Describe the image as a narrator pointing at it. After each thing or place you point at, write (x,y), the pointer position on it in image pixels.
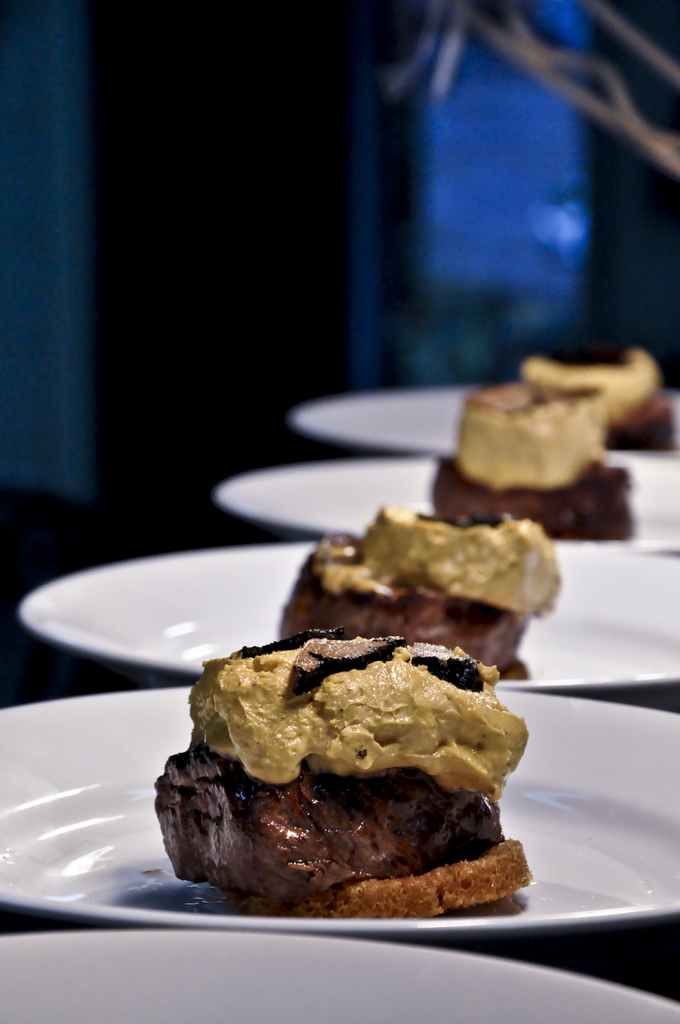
In the middle of the image (312,482) there are many white plates (675,530) with food items (358,596) on it. In the background (489,169) there are blue clothes (375,151).
